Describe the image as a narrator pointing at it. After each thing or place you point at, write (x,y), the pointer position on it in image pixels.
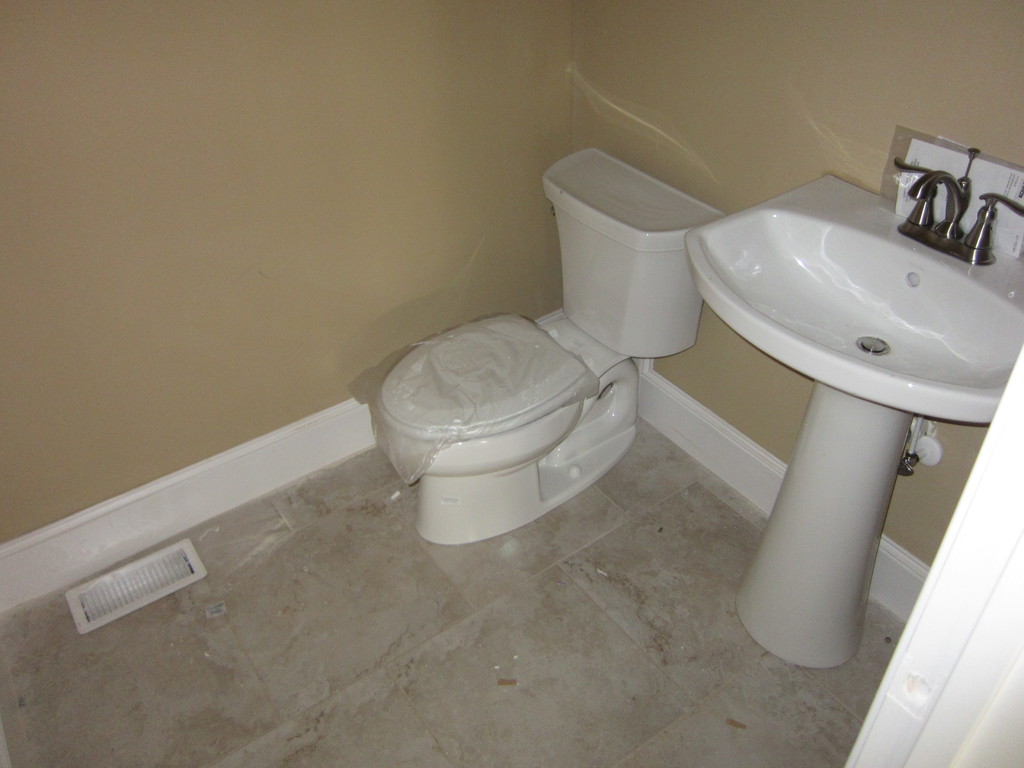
In this image, I can see a toilet bowl (504,376), wash basin (844,287) and a wall (30,483). This picture might be taken in a room (554,497).
